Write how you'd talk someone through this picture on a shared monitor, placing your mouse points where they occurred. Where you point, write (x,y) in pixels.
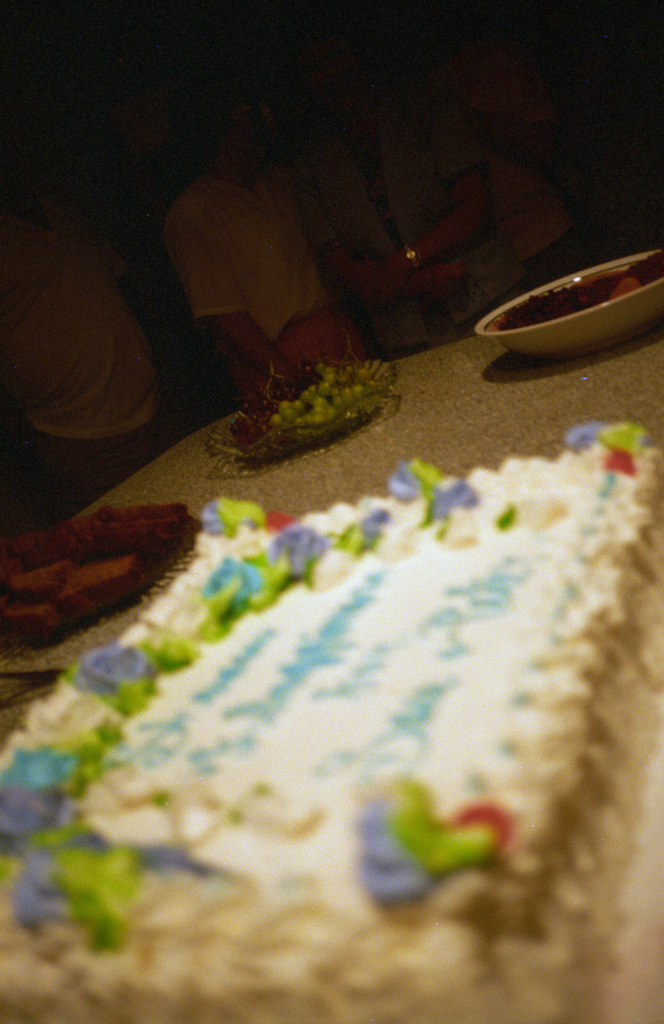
In this image I can see a cake (333,786). I can see some food items (547,309) in the bowl (604,306). In the background (362,314), I can see some people (210,310).
